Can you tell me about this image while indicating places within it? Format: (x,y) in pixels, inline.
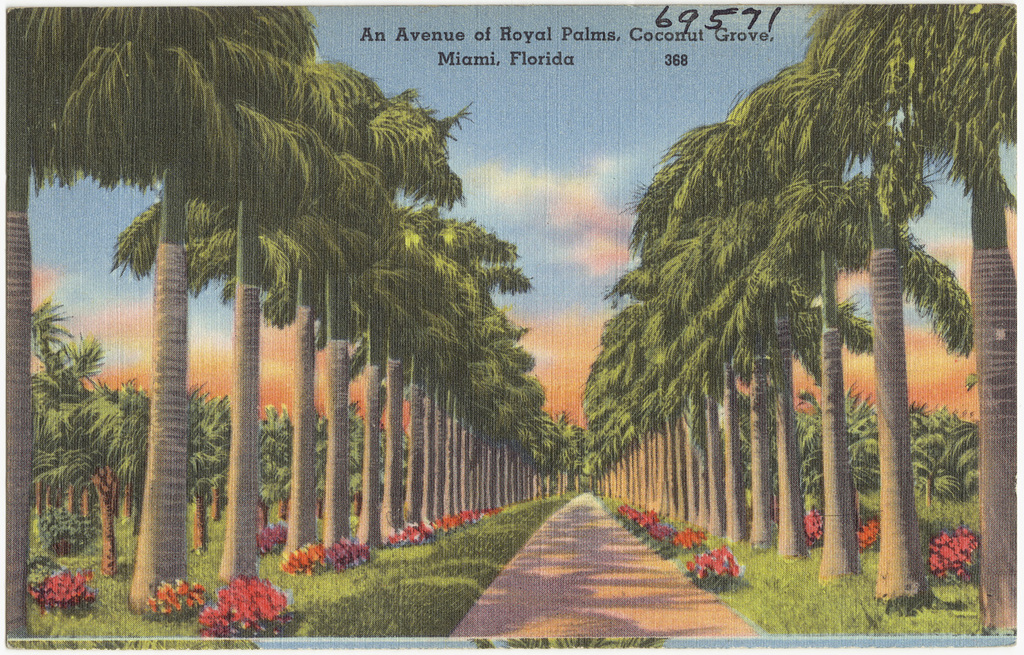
In the image it is a portrait of trees (166,391), flower plants (245,613) and grass (54,626). There is a path (551,542) in between the trees (509,475).
